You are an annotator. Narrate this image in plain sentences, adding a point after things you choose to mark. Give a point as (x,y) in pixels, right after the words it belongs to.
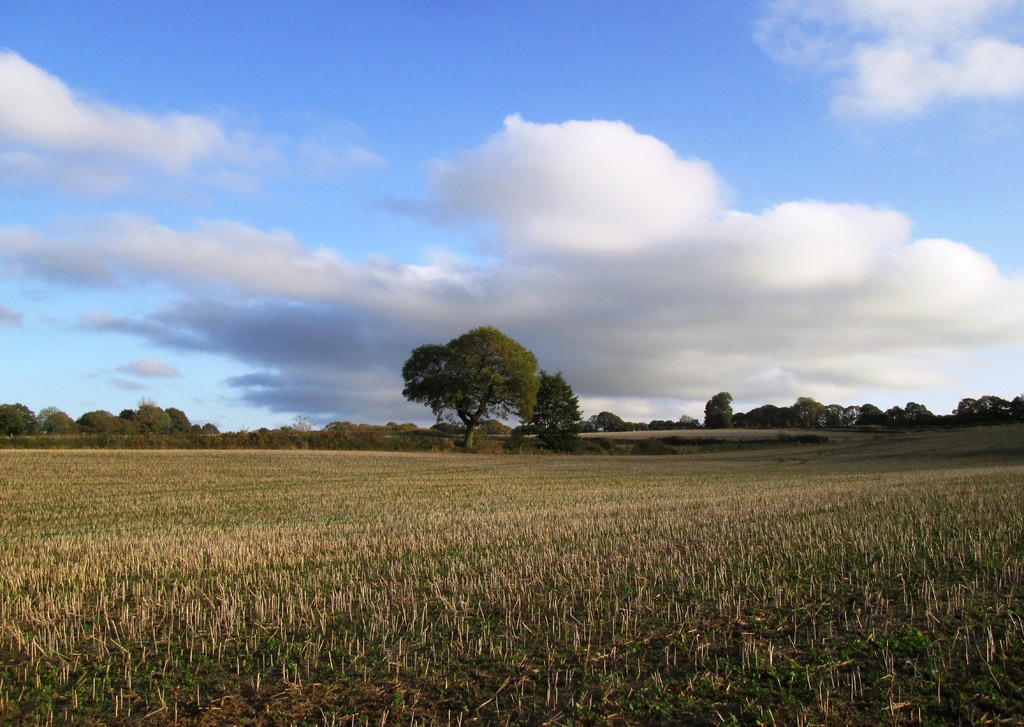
In the foreground of this image (553,554), there is a farming field (597,555). In the background (508,412), there are trees (516,405), sky (438,75) and the cloud (605,220).
